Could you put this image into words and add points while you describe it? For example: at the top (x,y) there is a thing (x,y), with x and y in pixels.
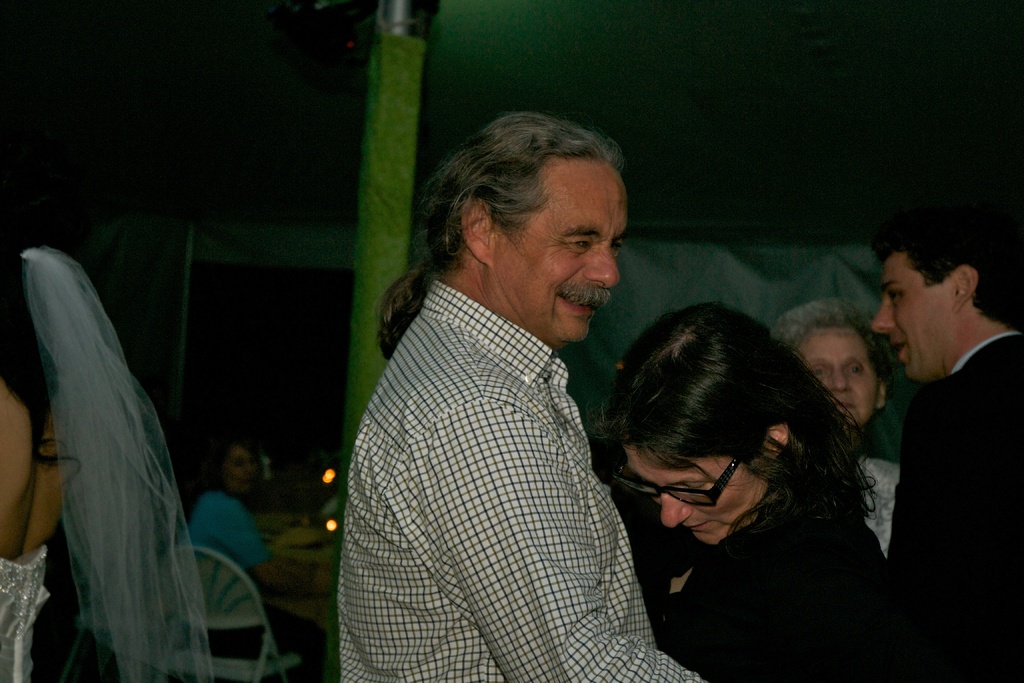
In this image there are people (662,571) standing, in the background (255,541) there are people (222,522) sitting on chairs (211,559) and there is a pole (389,157), at the top (868,163) there is a roof (861,177).
